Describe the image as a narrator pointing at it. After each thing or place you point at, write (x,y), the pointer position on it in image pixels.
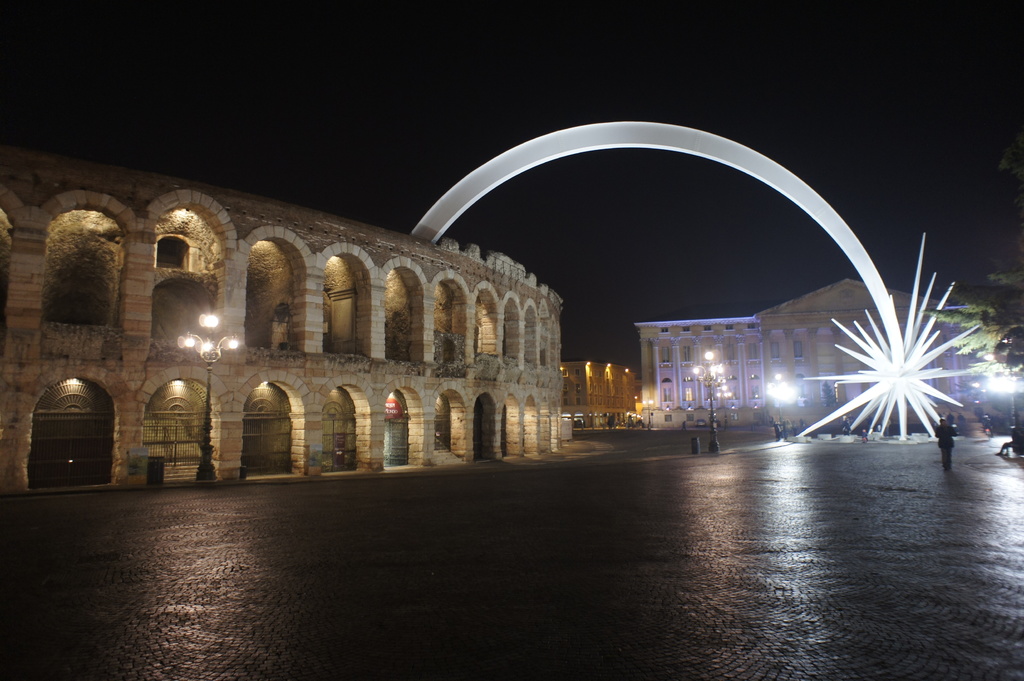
In this picture we can observe a person (950,465) on the land (940,467). We can observe lights (206,340) fixed to the pole (206,402). There are buildings (298,331). We can observe white color arc (638,134). On the right side (980,329) there are trees (989,341). In the background (555,200) there is a sky (444,95).
